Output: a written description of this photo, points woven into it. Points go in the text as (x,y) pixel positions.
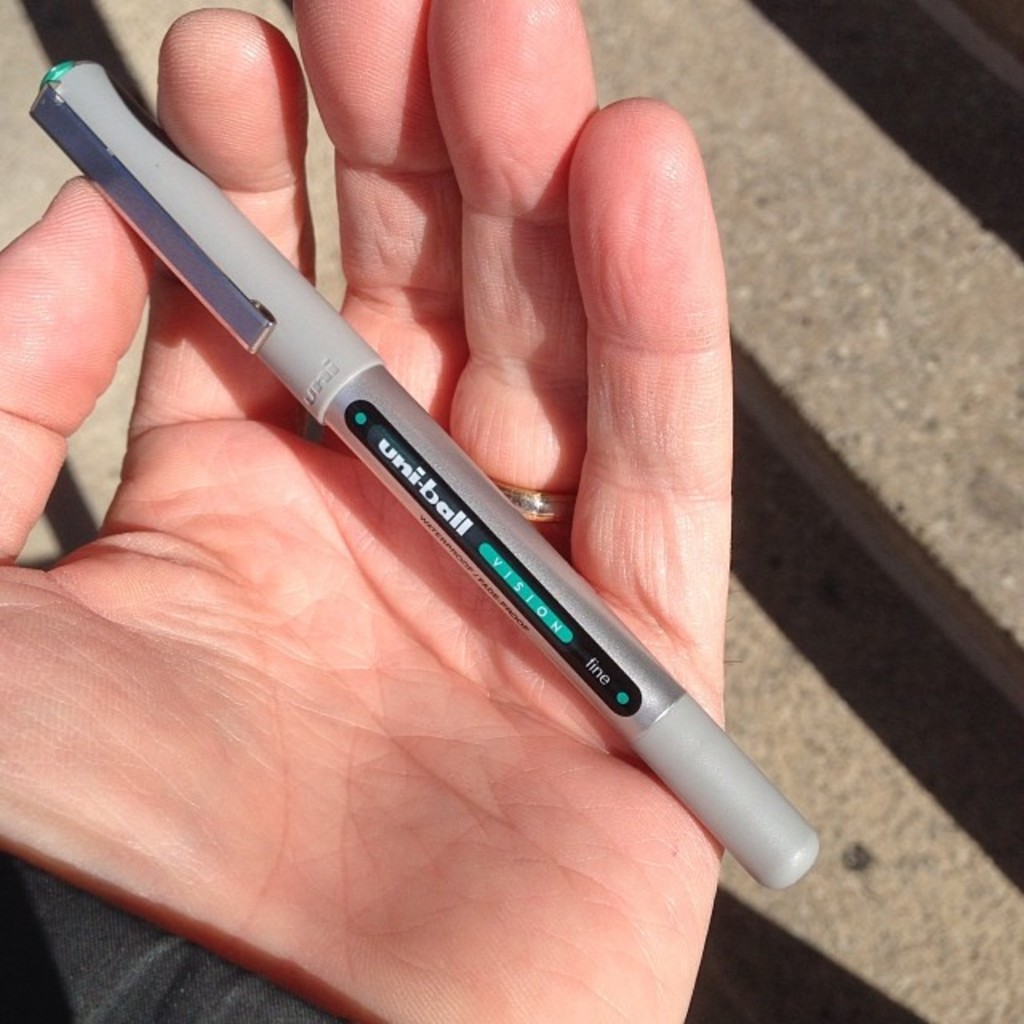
A human hand (500,462) is holding a pen (419,505).
